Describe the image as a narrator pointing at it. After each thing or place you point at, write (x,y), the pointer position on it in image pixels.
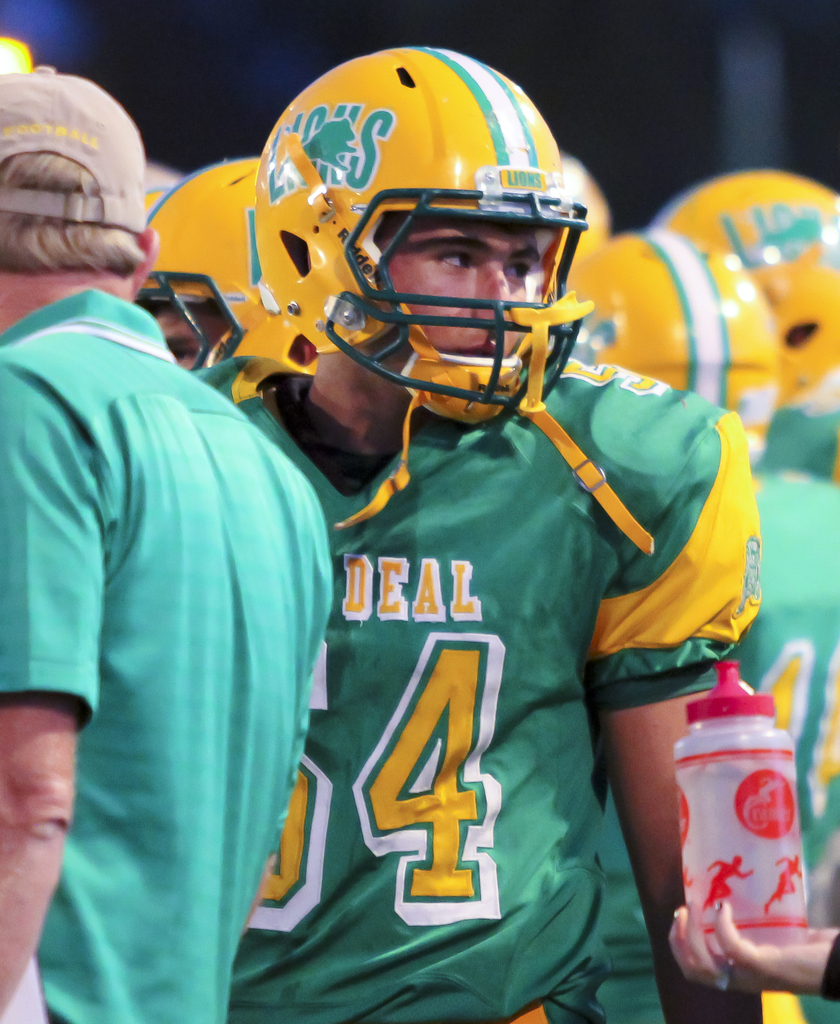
In this image there are group of persons (435,407) standing and wearing helmets (303,249) which are yellow in colour. On the right side (742,872) there is a bottle (760,870) in the hand (791,970) of the person (780,966).
